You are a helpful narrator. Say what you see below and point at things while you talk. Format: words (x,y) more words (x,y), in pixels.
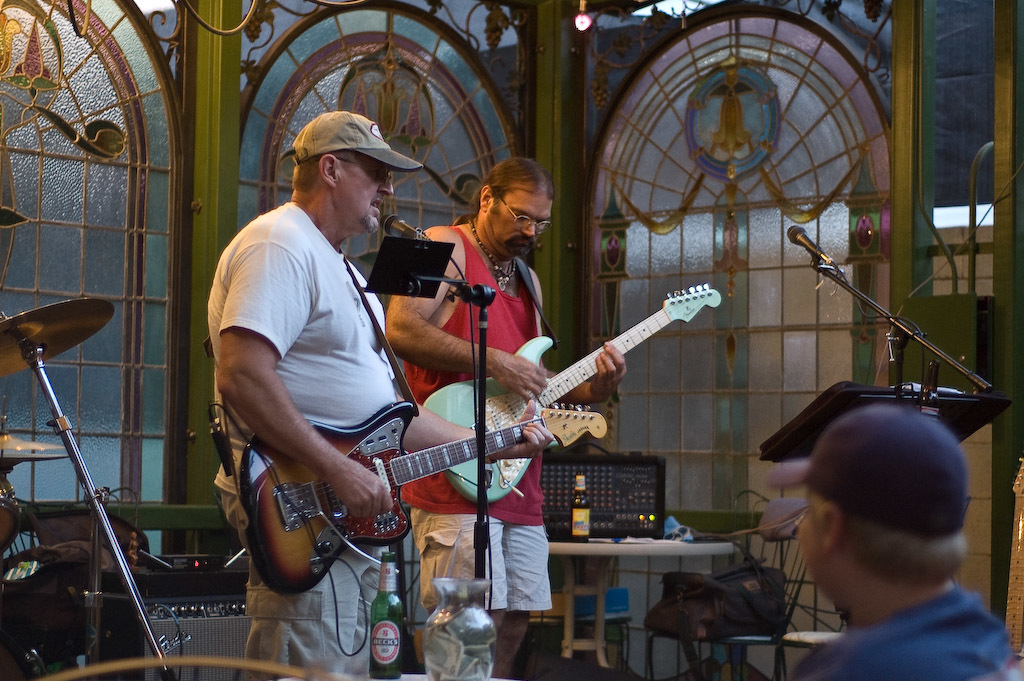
In this image there are group of persons (433,345) who are playing musical instruments (406,522) and in front of them there are microphones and at the background of the image (133,69) there are windows (702,65).
